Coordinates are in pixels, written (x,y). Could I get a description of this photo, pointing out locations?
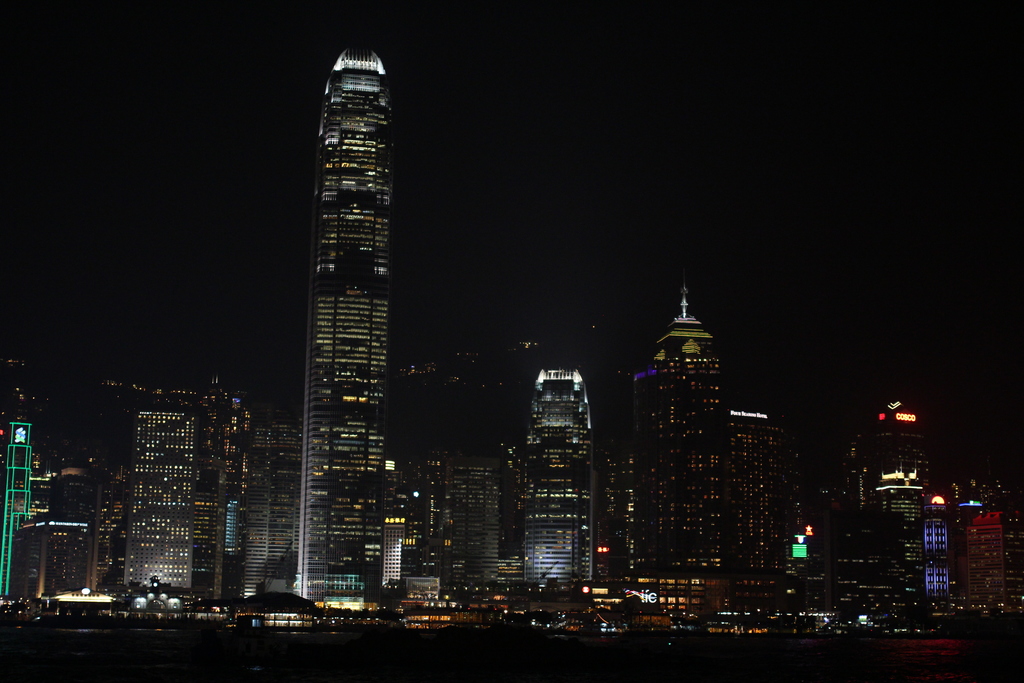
In this image I can see many buildings (349,527) with lights (584,402) and there is a black background (888,316).
